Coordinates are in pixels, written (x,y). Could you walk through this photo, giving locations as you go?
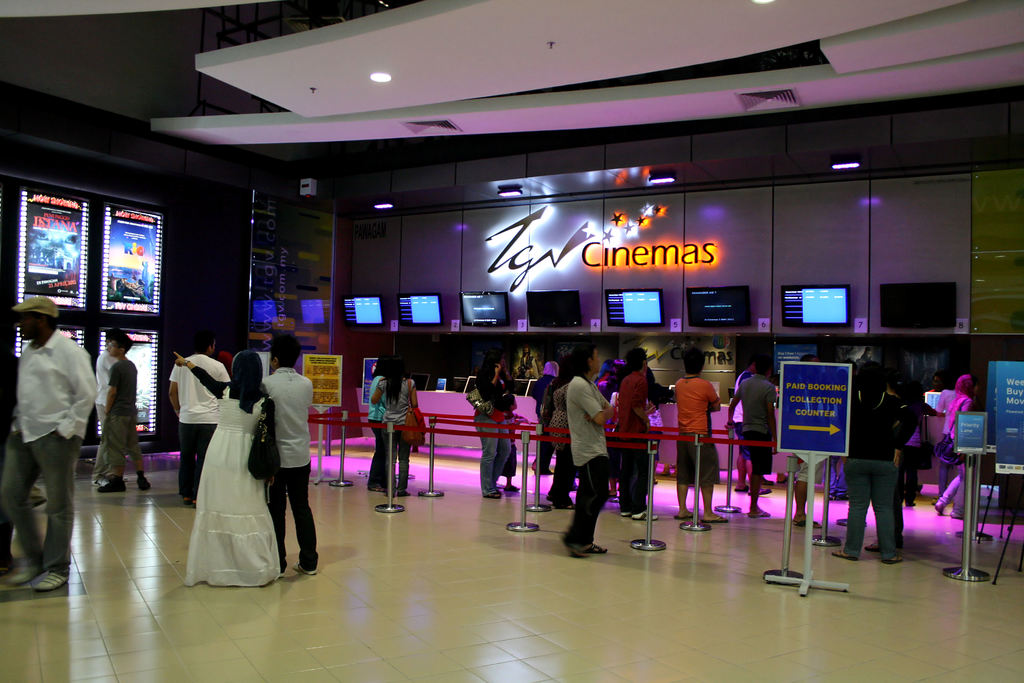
In this picture I see the floor (463,547) in front (351,496) on which there are number of people (597,414) and I see few boards (1003,400) on which there is something written. In the background (274,260) I see the wall (634,214) on which there are screens (791,300) and I see the lights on the ceiling (595,99).
